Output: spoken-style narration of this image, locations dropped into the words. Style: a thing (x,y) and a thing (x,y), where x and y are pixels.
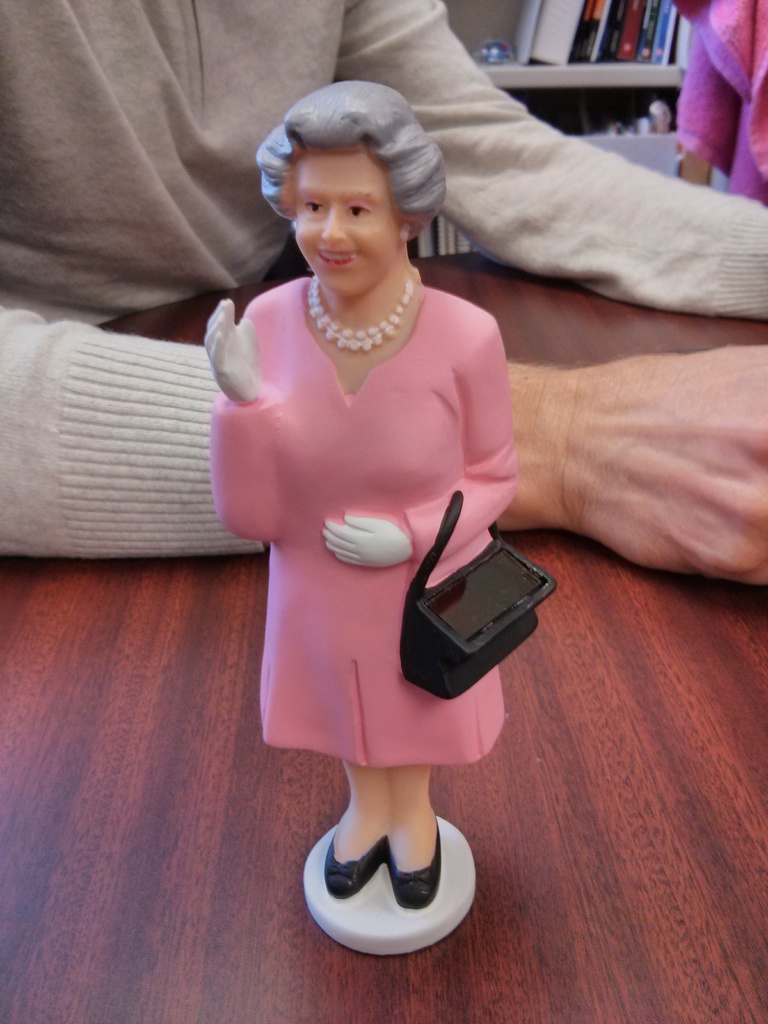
Here we can see a miniature (394,466) on a table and we can see a person hands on the table (708,705). In the background (576,46) there are books (598,6) on the racks (605,98) and there is a cloth (689,58).
